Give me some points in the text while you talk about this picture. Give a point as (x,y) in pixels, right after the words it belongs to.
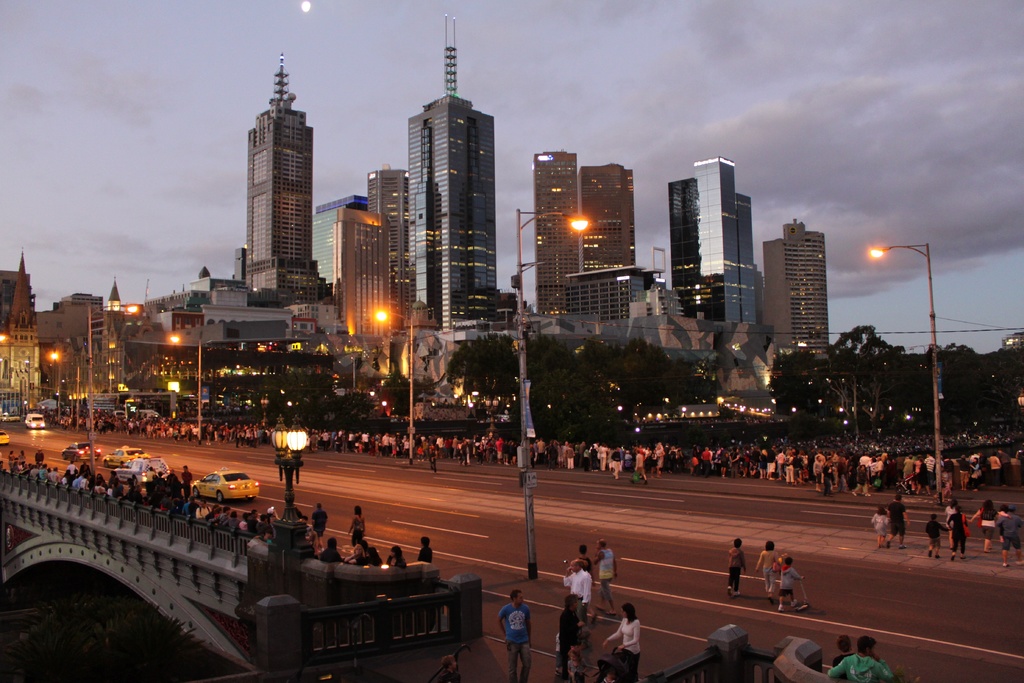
In this image, we can see the road (586,535), we can see some people (822,460) walking, there are some buildings (445,162) and we can see some street lights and at the top (363,43) there is a sky (395,15).
